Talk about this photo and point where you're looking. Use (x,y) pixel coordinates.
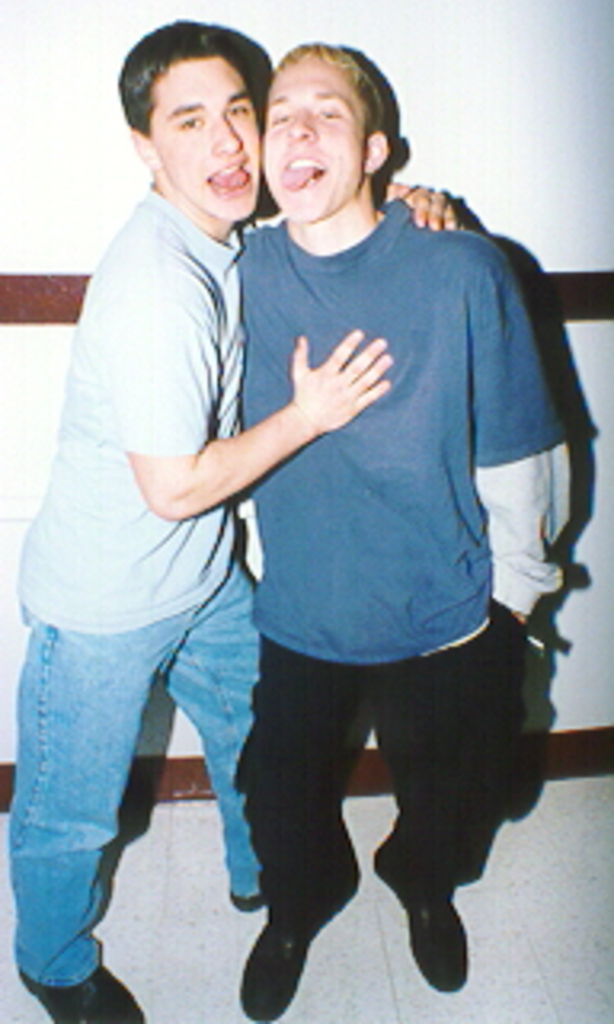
In this image, we can see people (315,417) standing and opening a tongues (227,176) out and in the background (370,34), there is a wall (522,187). At the bottom (522,944), there is floor (541,941).
